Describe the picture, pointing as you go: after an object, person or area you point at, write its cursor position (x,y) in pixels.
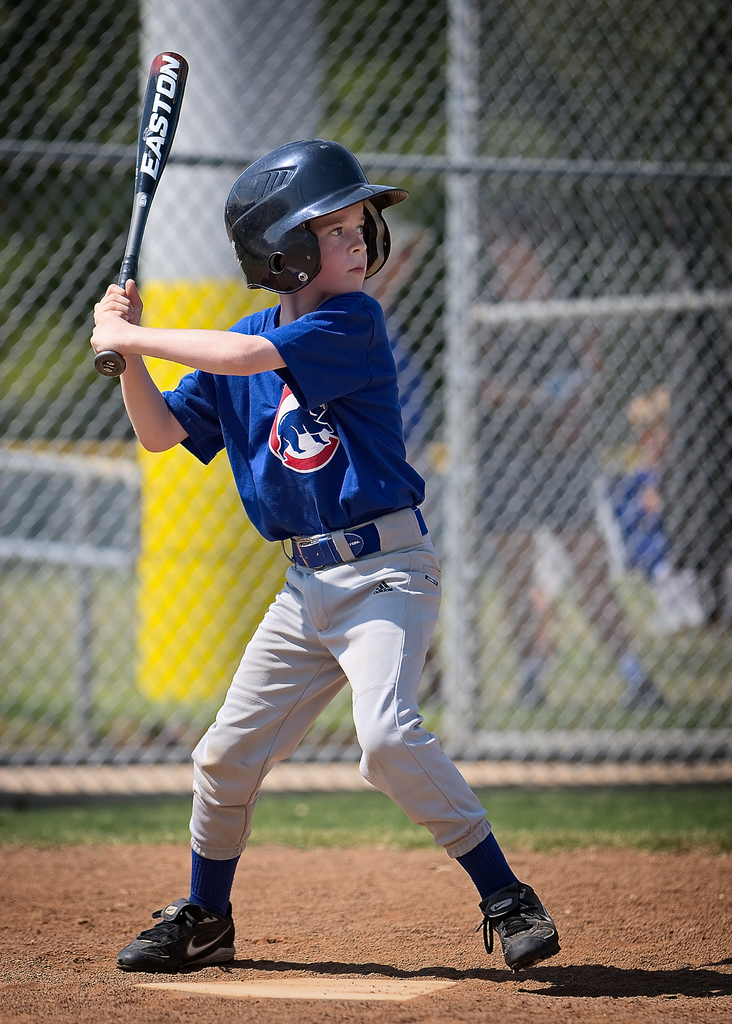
In the picture we can see a kid (251,438) wearing blue color T-shirt (259,433), white color pant (372,747), black color shoes (179,952), helmet (277,226) and holding baseball stick (133,267) in his hands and in the background of the picture (223,132) there is net (13,3) and we can see some persons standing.
